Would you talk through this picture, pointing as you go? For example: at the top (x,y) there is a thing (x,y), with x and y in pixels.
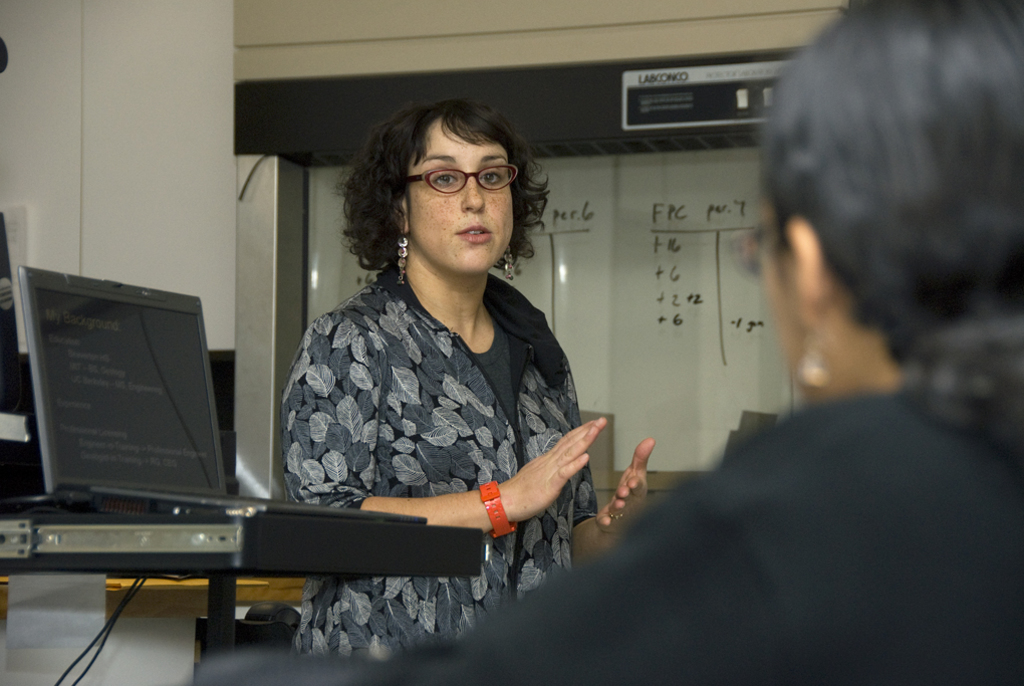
In this image we can see a woman (411,313) standing on the floor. In the foreground (860,217) we can see another person (747,577). In the background (635,279) we can see laptop (130,500) which is placed on the table (249,542), walls (215,168) and a board (623,257).
